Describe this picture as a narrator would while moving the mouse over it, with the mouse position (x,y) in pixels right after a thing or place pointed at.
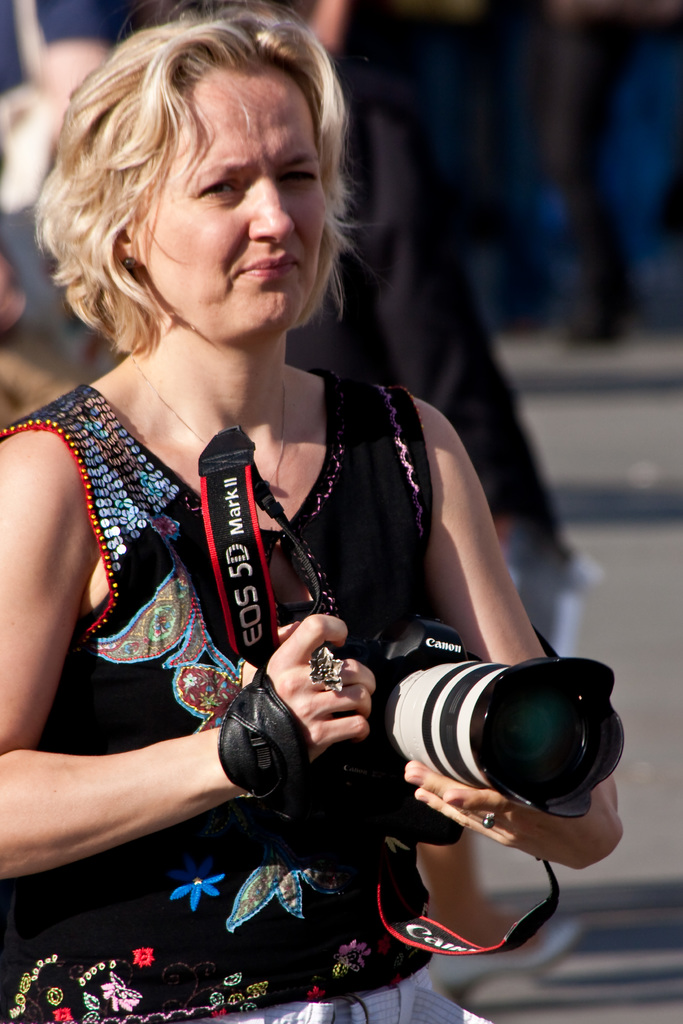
In the middle of the image (299,414) a woman (282,174) is standing and holding a camera (465,691).
